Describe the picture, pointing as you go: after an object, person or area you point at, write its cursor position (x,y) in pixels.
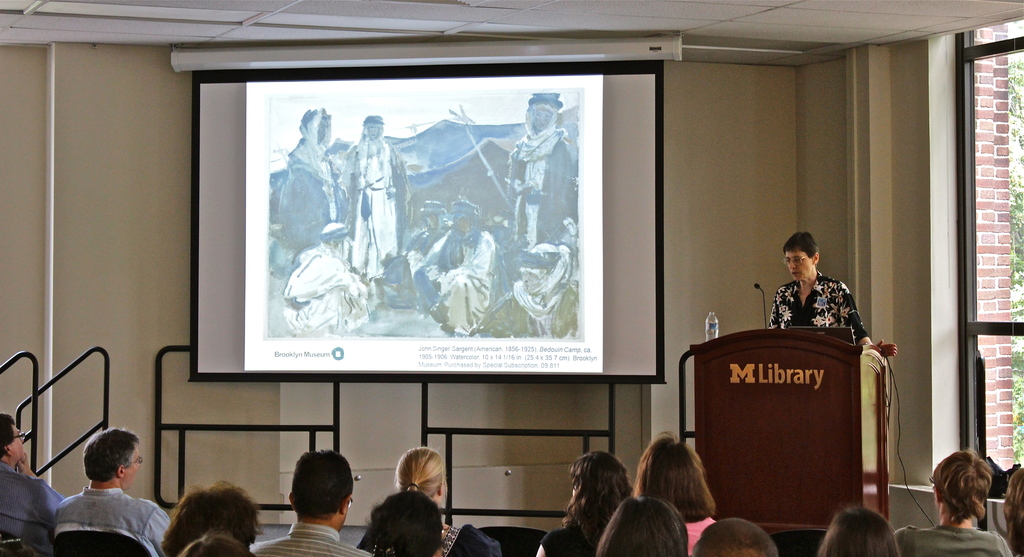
These people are sitting and this person (842,310) standing, in front of this person (788,294) we can see bottle (707,325), laptop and microphone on the podium (806,410) and we can see chairs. In the background (431,343) we can see screen (279,130), wall (183,412), rods (329,427) and glass (1000,202), in this screen (324,252) we can see people (314,260), through this glass (1015,380) we can see wall (1000,83).
